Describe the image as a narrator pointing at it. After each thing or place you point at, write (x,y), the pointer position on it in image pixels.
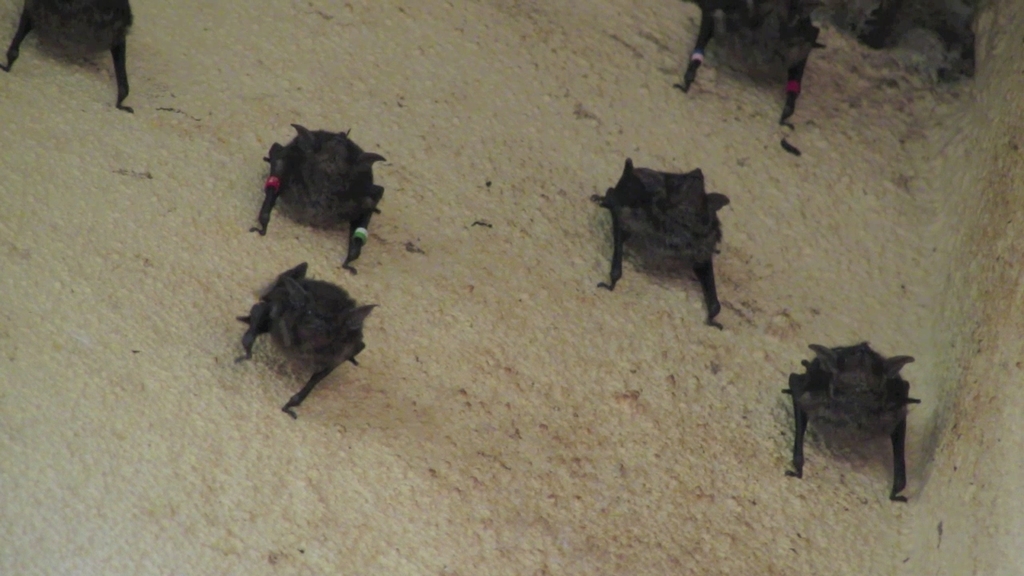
In this image there are black color bats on the surface (344,259).
